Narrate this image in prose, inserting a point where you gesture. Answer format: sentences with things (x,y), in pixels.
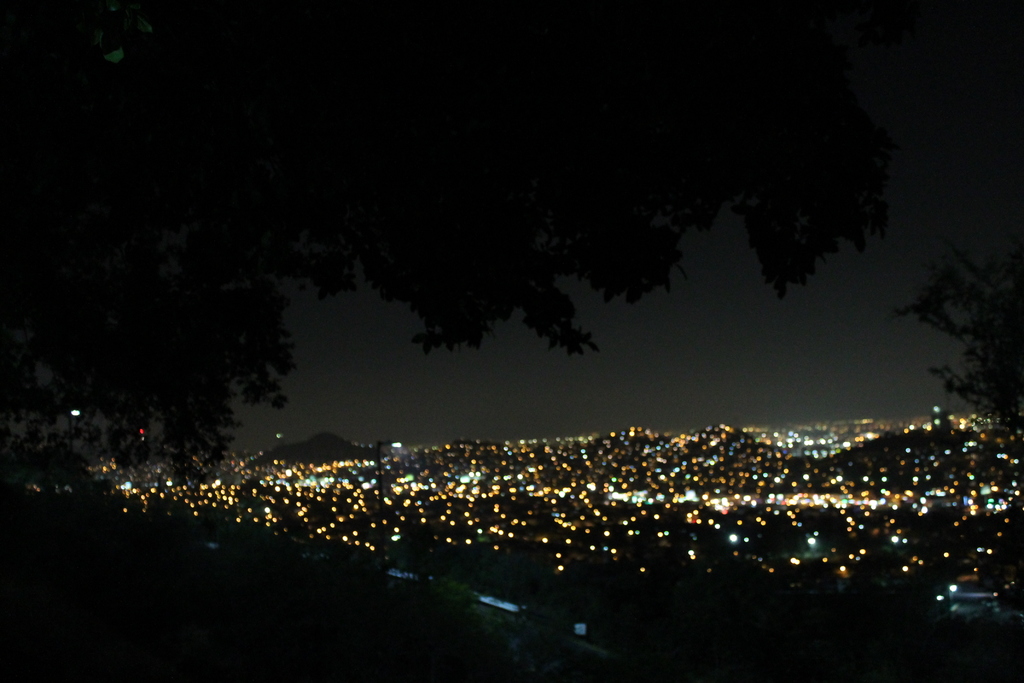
In this picture we can see some lights (345,462) and trees (954,385) in the background (1009,446).
